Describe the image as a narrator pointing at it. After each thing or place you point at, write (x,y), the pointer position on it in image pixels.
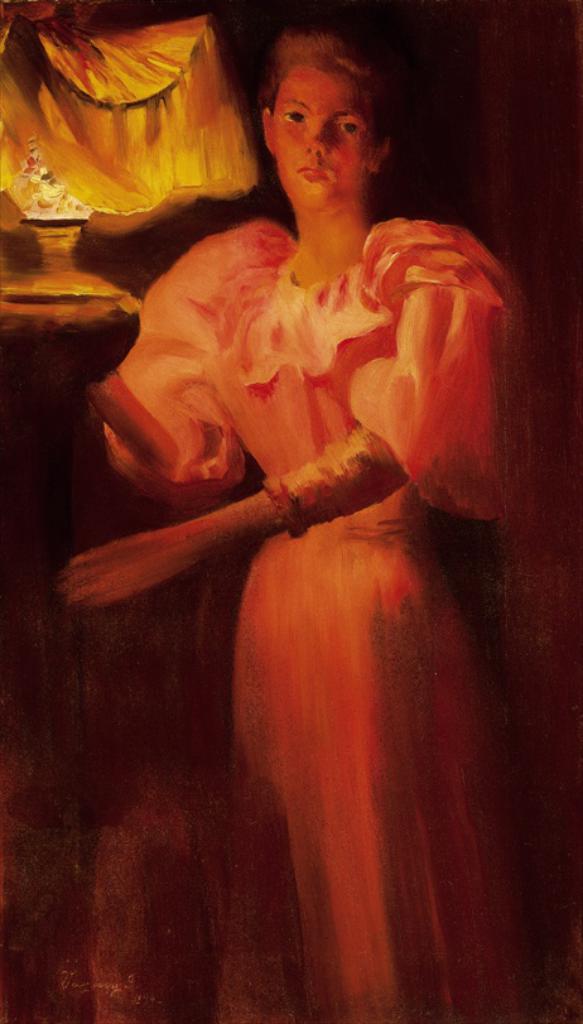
This is a painting Here we can see one woman (308,551) standing and this is a lamp (63,258).
